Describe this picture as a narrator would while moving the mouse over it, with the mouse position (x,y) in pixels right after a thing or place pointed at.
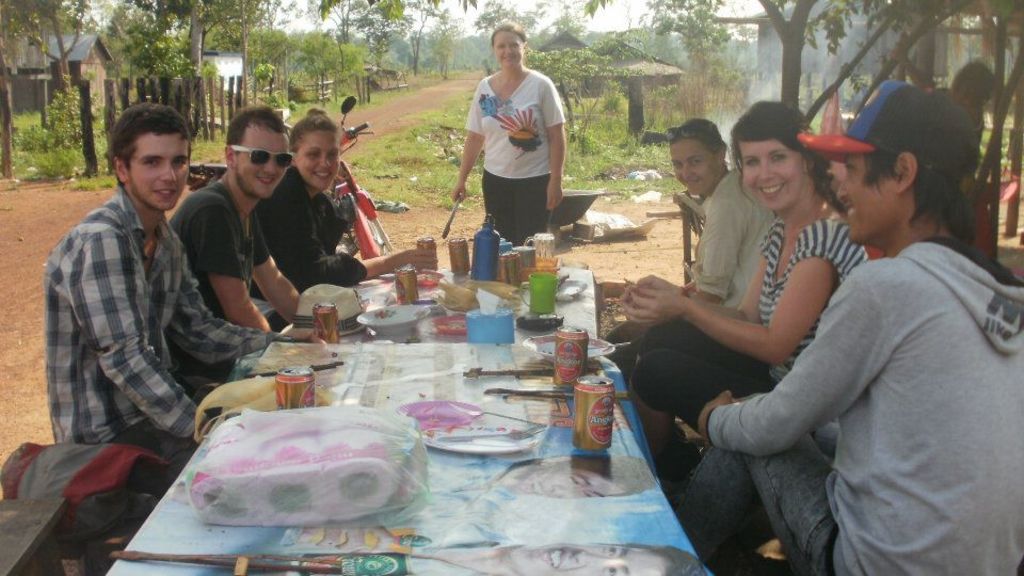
There are a six people (919,472) who are sitting on a chair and having a food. Here we can see a woman (537,210) standing in the center (521,209) and she is smiling. In the background (280,42) we can see a house (30,60) and a trees (287,47).
